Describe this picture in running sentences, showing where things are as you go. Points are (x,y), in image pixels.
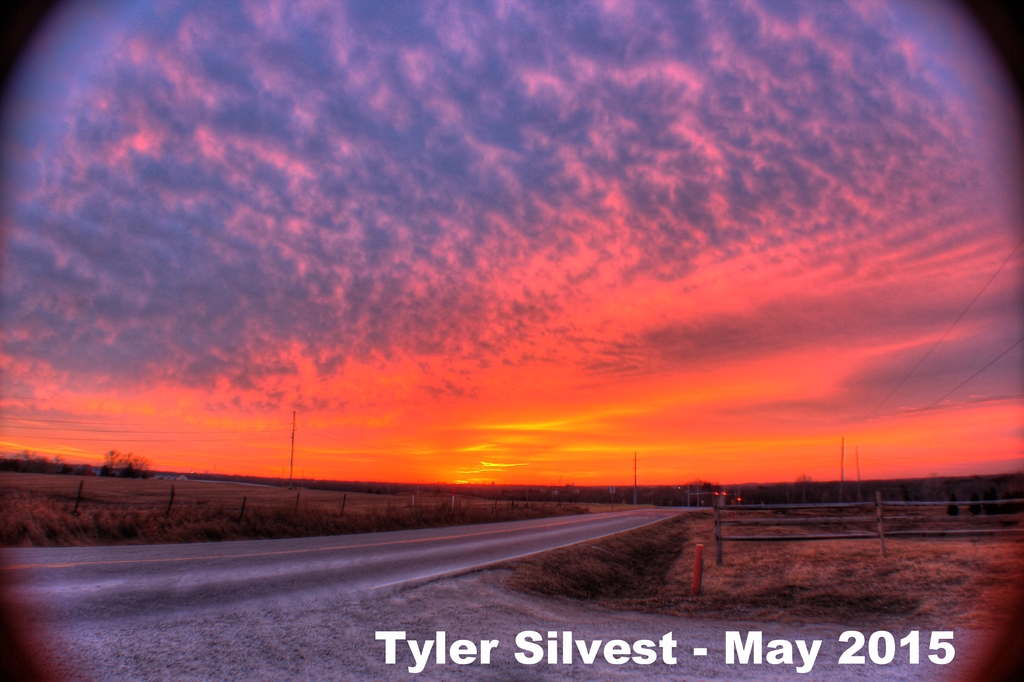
Bottom of the image (300,600) we can see road (365,574), railing (881,537), grass (413,516), poles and trees (128,467). Sky (809,359) is cloudy. Something written on this image.
